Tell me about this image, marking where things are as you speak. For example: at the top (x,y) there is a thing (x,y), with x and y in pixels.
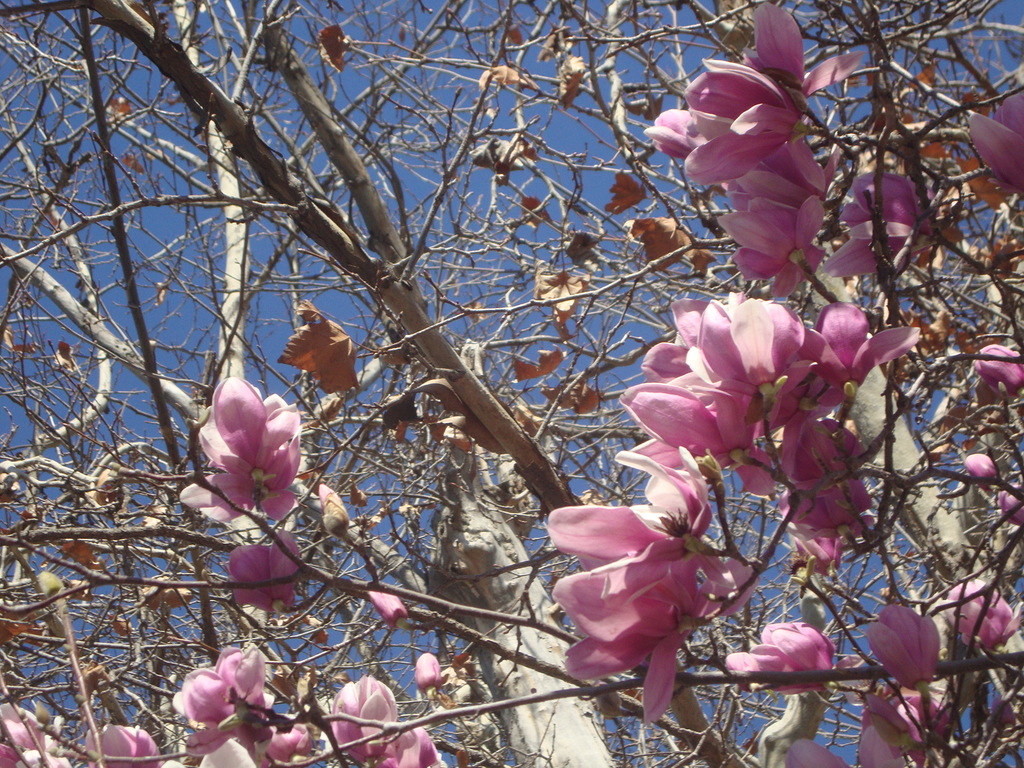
In this picture, we see trees (244,244). It has flowers (580,519) and these flowers (583,590) are pink in color.
